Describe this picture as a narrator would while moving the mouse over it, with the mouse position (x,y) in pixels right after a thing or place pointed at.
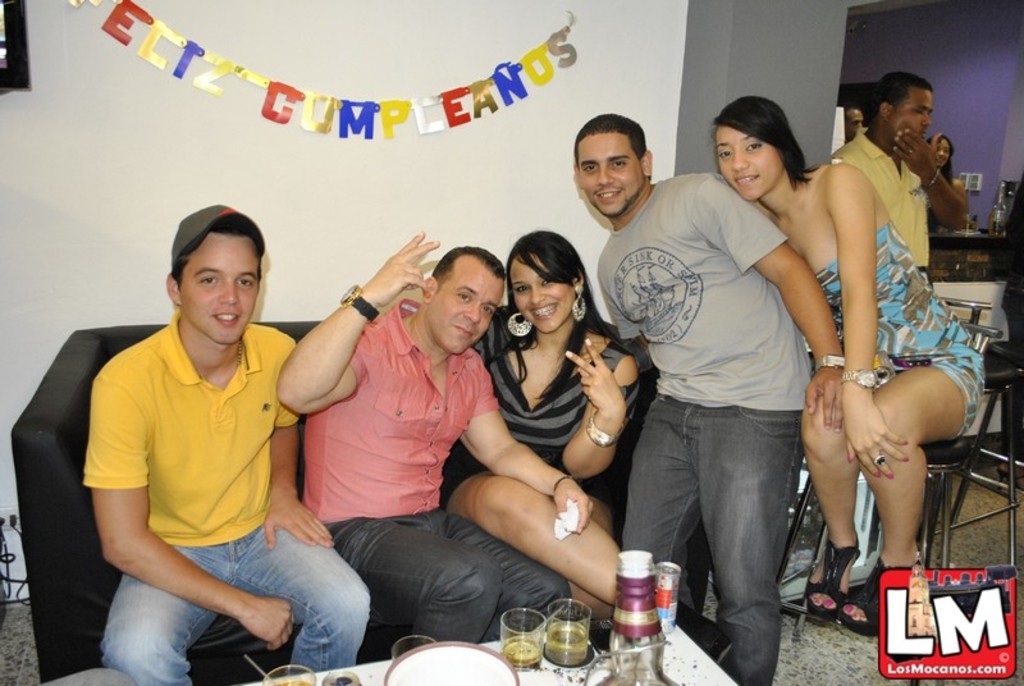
In this image, we can see some people (596,468) sitting on the black color sofa (46,435), there is a woman (900,481) sitting on the chair (943,446), there is a table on that table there are some glasses (567,647), in the background (130,173) there is a white color wall (37,207).
